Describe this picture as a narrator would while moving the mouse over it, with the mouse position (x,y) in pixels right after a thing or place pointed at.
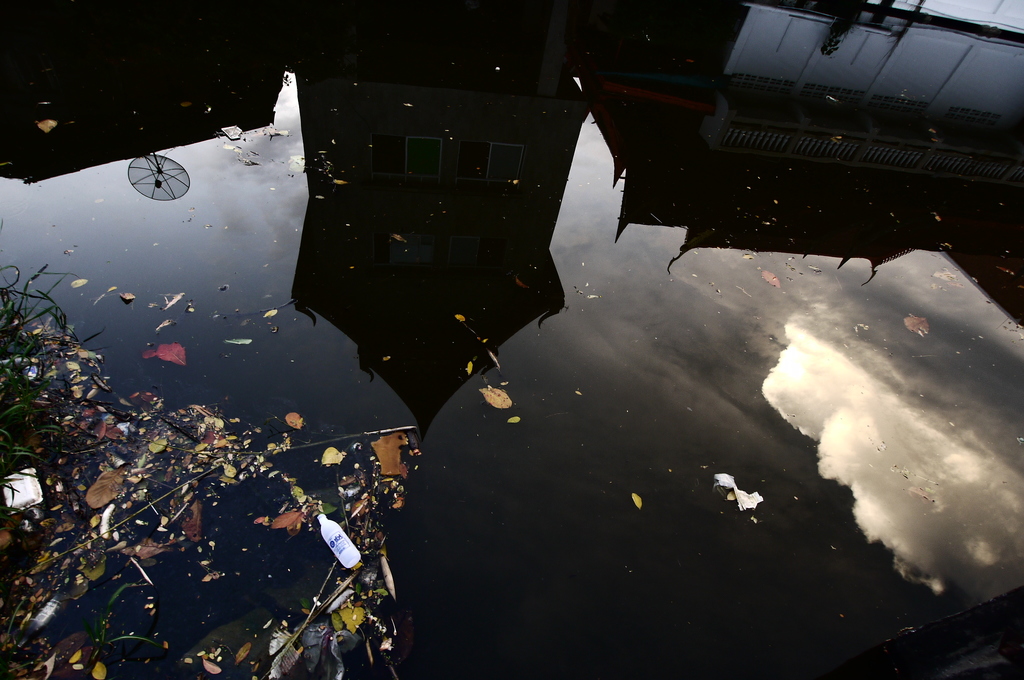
In this image, we can see building reflection (489,218) on the water (360,418).
